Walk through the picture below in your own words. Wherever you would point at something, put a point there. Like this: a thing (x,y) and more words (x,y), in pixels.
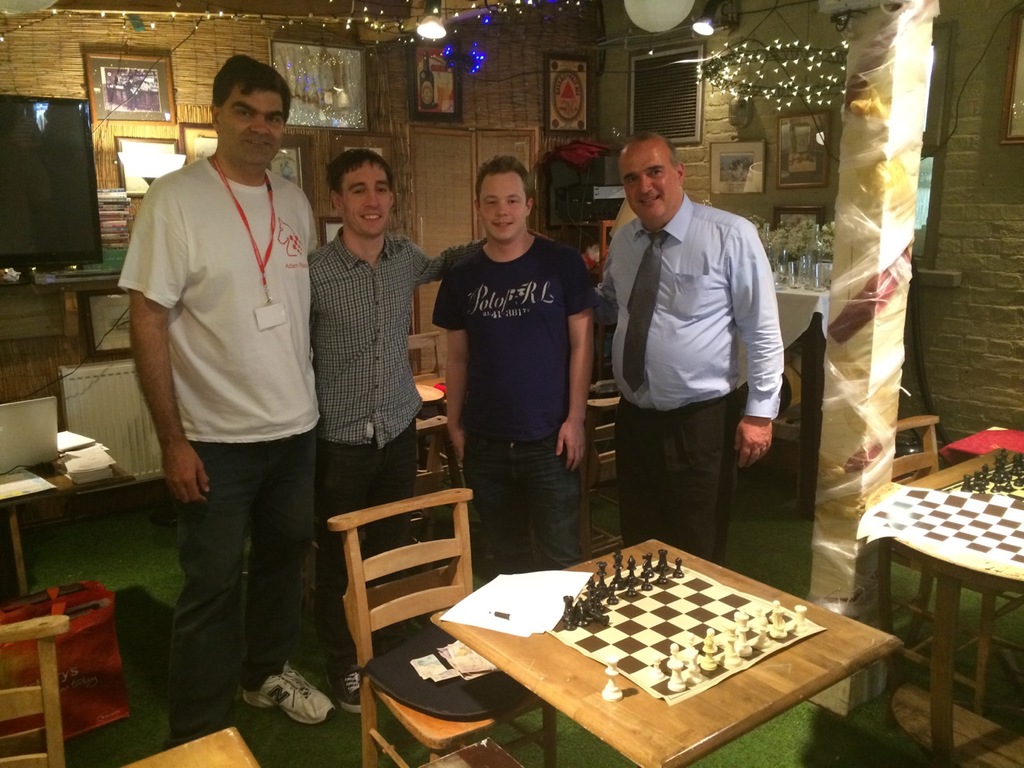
In this image i can see four man (404,296) standing, a man (277,330) standing here is wearing a badge (266,289), in front of a man (505,361) there is a chess board (600,642) on the table (584,664), a chair (427,569), at the back ground (108,123) i can see a screen (70,140), a frame (93,86) on the wall (91,35) and a light (418,29).
